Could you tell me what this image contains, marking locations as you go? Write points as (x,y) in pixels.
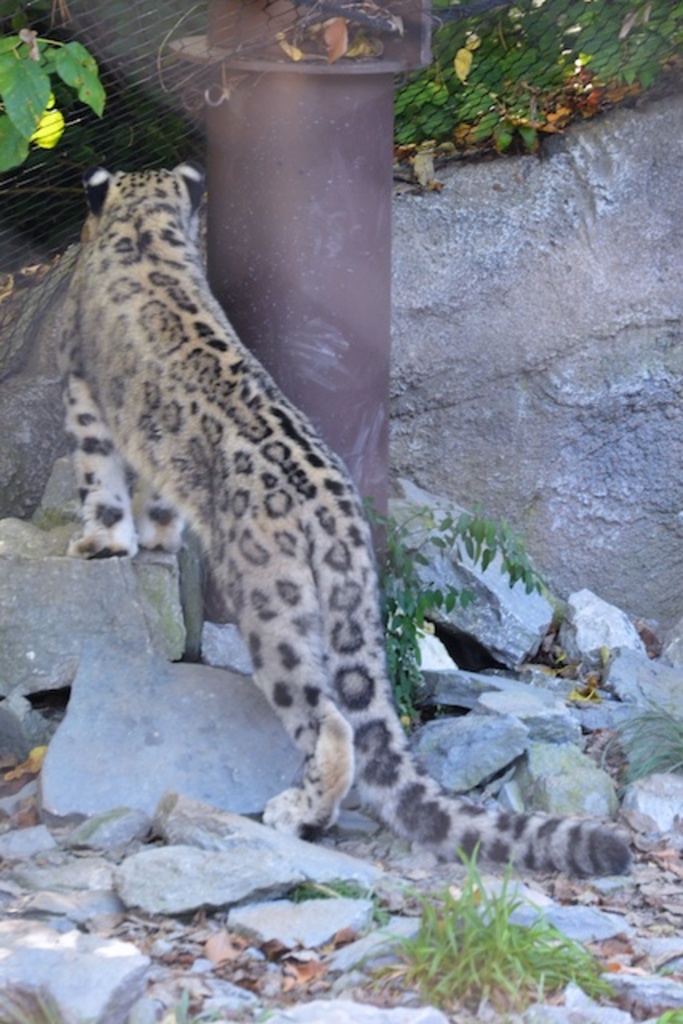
In this image in the center (251,530) there is an animal (162,279) and there is a pipe (332,152), and in the background (108,147) there is a net (77,164) and some leaves (545,92). At the bottom (110,779) there are some rocks (598,611) and grass (500,930), and in the center (416,351) there is a wall (505,286).
